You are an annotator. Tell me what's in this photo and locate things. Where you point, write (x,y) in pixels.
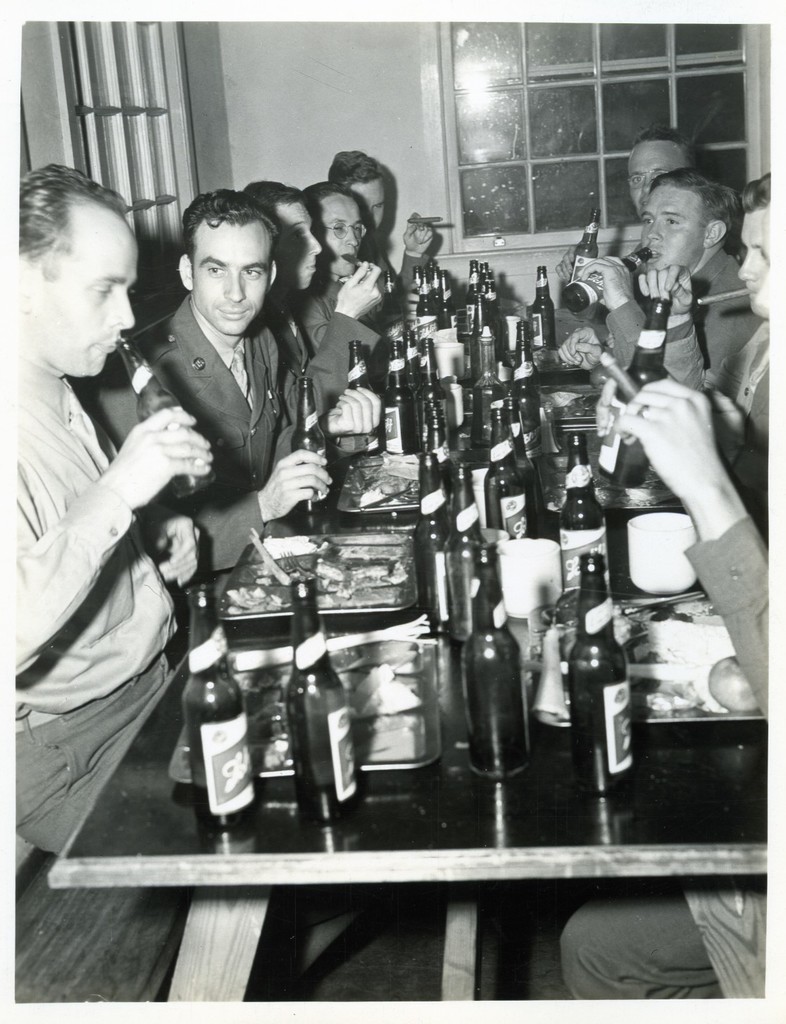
In this image I can see few people (758,561) are sitting around the table (178,670). On the table (486,728) there are few bottles (512,483), plates (393,500), food items (399,481) are placed. This is an image clicked inside the room (253,87). In the background (534,73) there is a window (582,73). some people (350,413) are holding bottles (648,345) in their hands (614,284).
